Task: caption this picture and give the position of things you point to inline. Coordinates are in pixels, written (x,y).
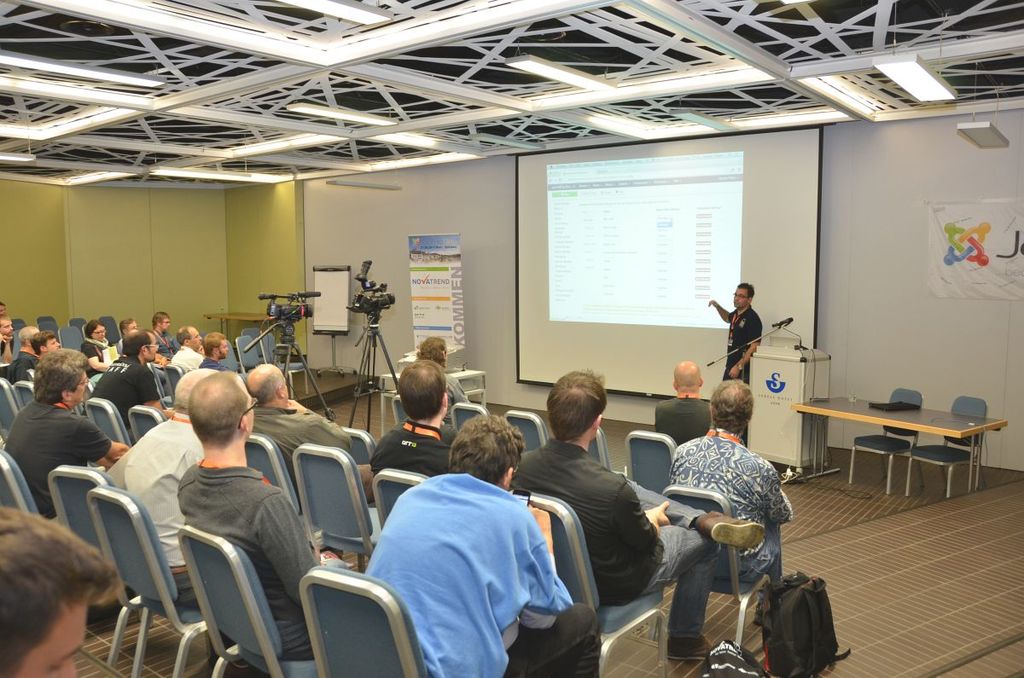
In this picture there are group of people (519,608) listening to a man (744,360) presenting. A screen (654,259) behind him showing some data (628,245) on the screen (563,280). There are two video cameras (373,307) in front of the screen (679,331) recording the session.
